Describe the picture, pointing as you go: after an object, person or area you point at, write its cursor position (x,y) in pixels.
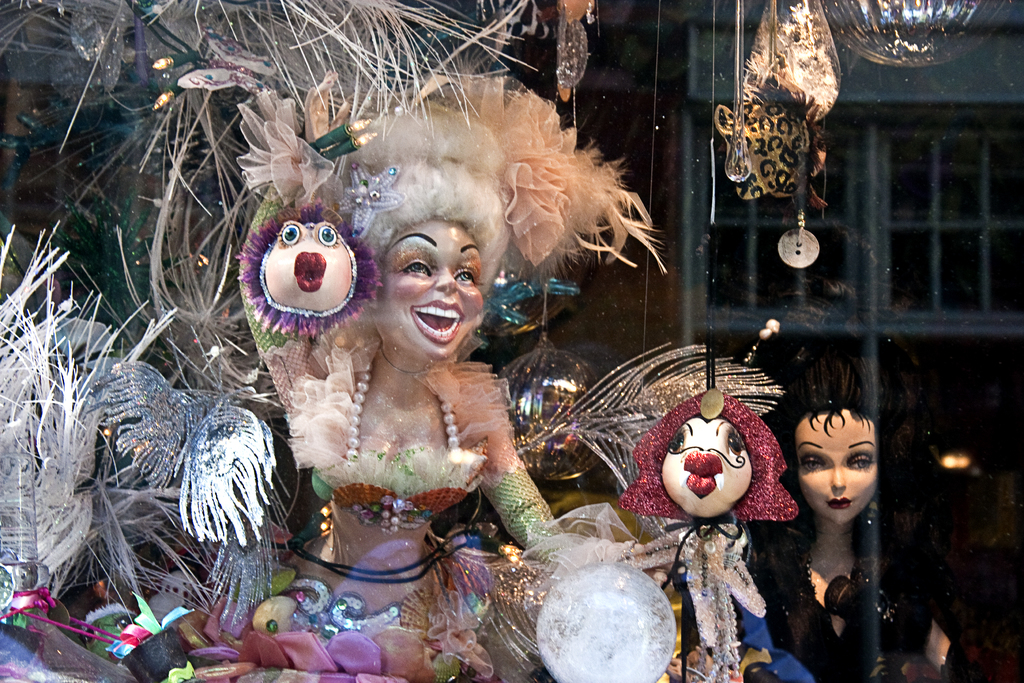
In this image we can see decorative objects (536,279), lights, stand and we can also see the window (850,225).
